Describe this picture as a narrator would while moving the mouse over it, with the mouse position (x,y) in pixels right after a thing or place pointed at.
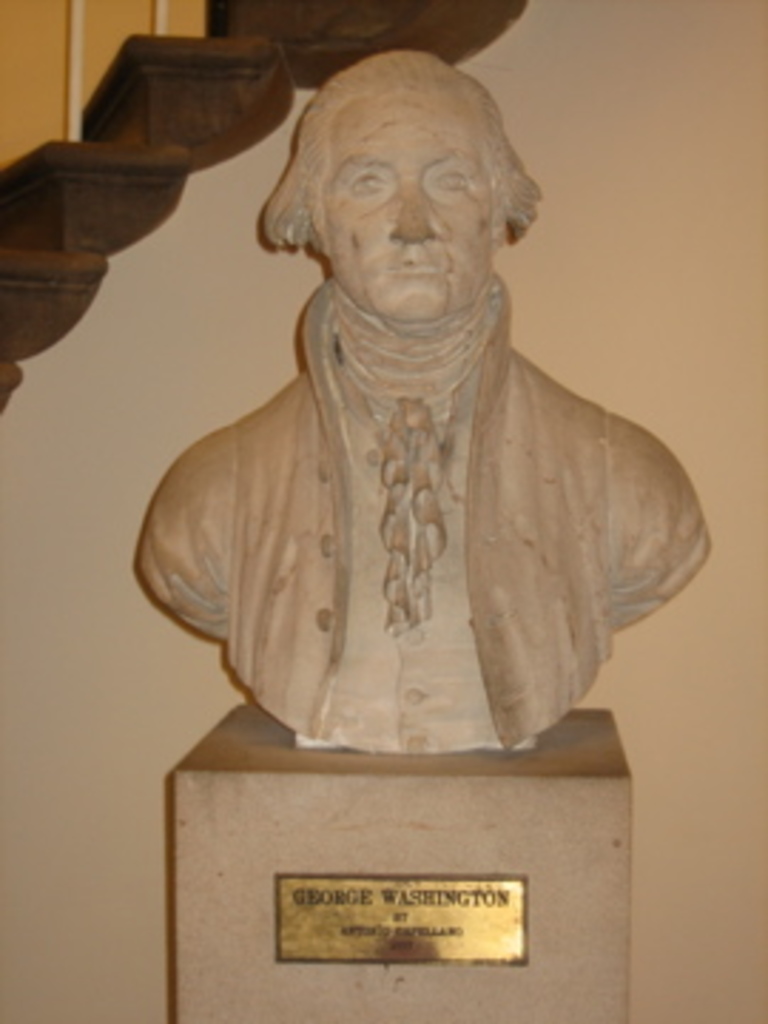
In this picture I can see a sculpture (160,535) on the pedestal (224,871), and in the background (188,254) there are stairs (163,43) and there is a wall (631,288).
